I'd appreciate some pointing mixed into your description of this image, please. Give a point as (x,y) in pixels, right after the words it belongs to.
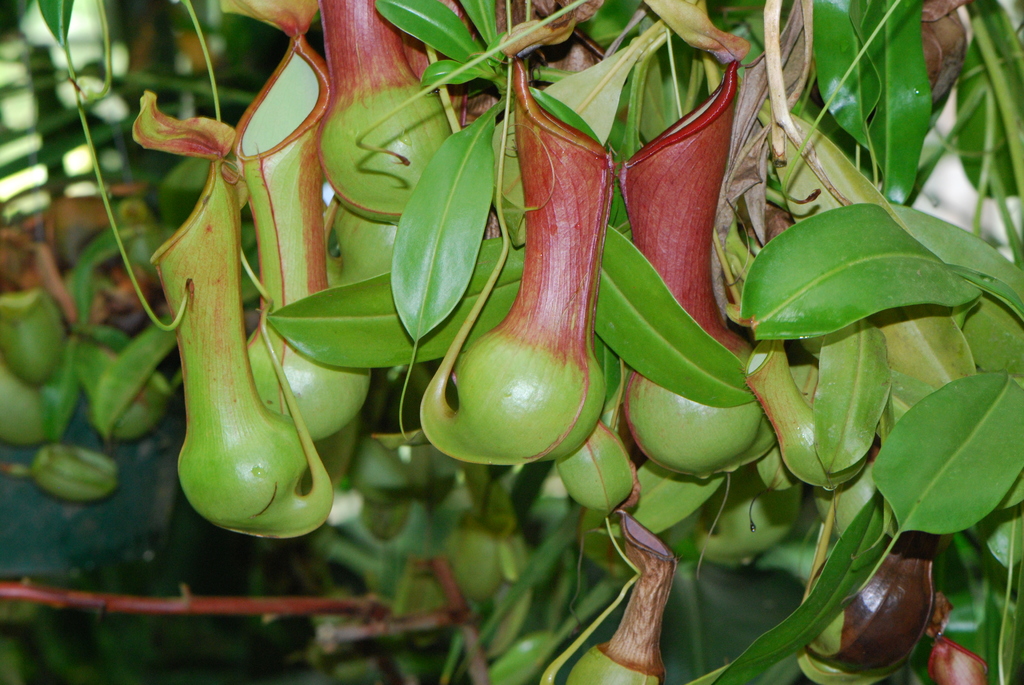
In this image, we can see few leaves (931,505) with some objects (537,406) and stems (805,156).
